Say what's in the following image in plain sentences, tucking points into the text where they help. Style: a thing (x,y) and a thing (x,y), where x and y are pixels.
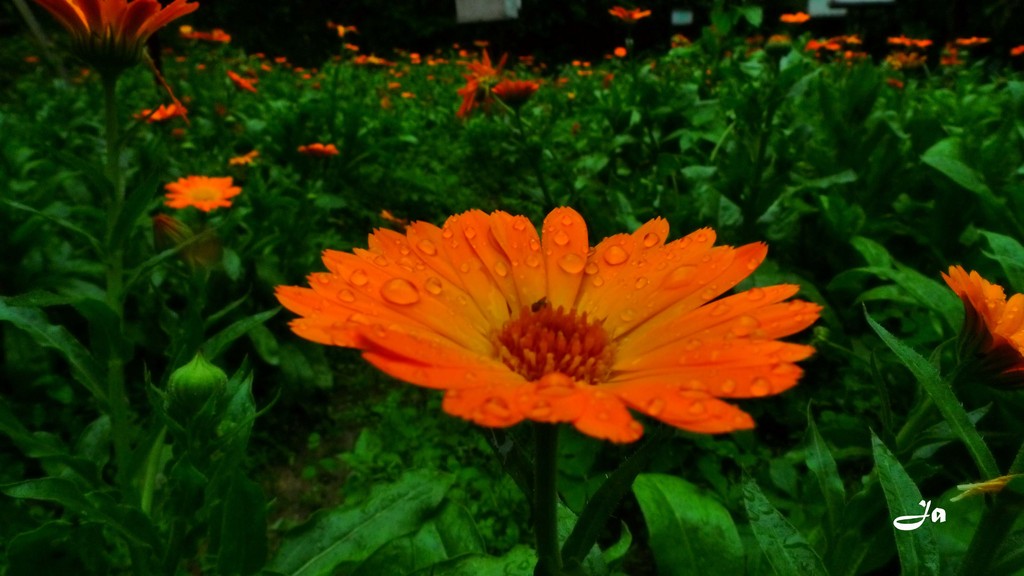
In this image I can see many flowers (466,222) to the plants (473,178). These flowers (892,62) are in orange color and the plants (394,197) are in green color.
